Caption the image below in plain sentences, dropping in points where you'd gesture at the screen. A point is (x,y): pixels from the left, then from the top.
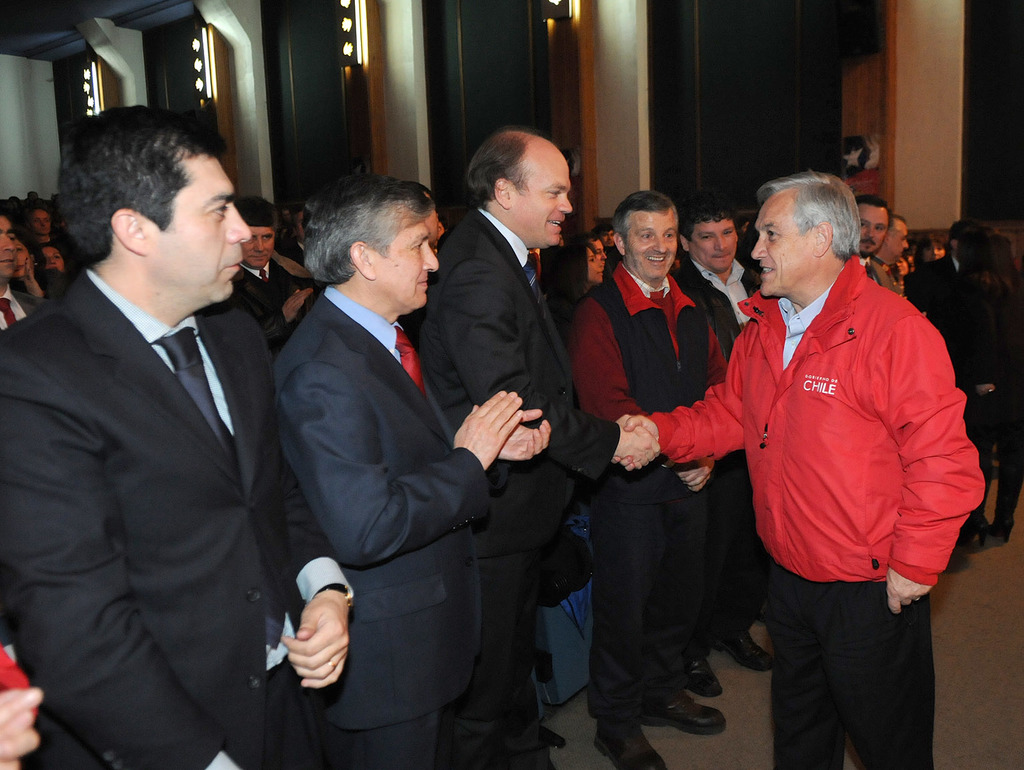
This is the picture of a place where we have a person (768,394) who is shaking the hand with the other person (506,346) who is in black suit (532,481) and around there are some other people (417,507).
